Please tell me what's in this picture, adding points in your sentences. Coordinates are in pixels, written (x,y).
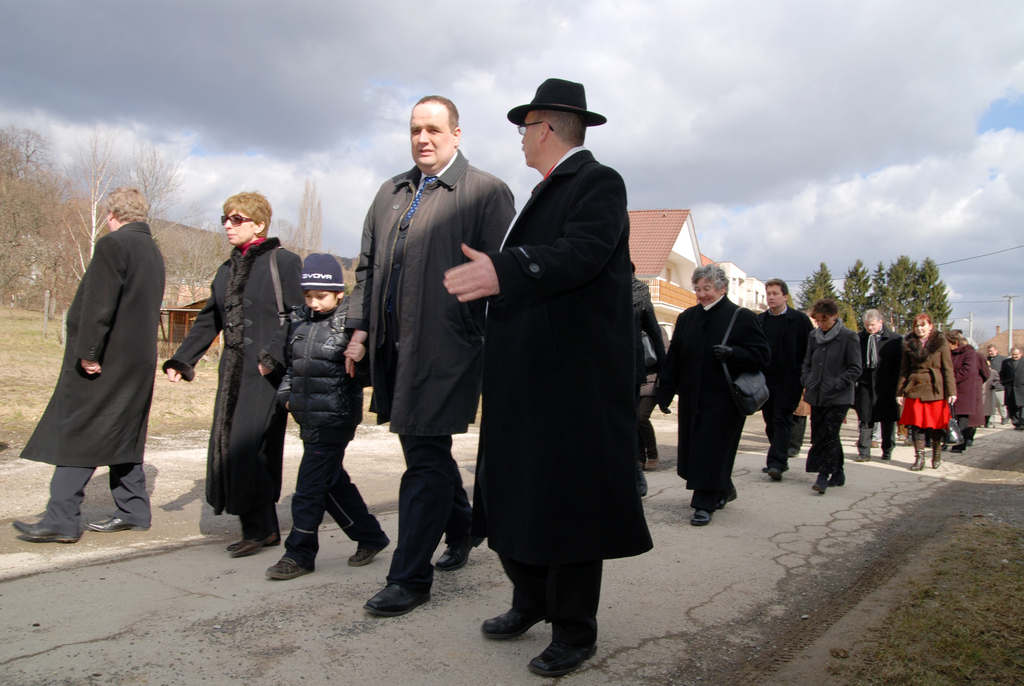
In this picture I can see in the middle (562,259) a group of people (615,518) are walking on the road (748,429), they are wearing black color coats (630,367), in the background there are trees (814,286) and houses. At the top (586,49) there is the sky (520,84).
